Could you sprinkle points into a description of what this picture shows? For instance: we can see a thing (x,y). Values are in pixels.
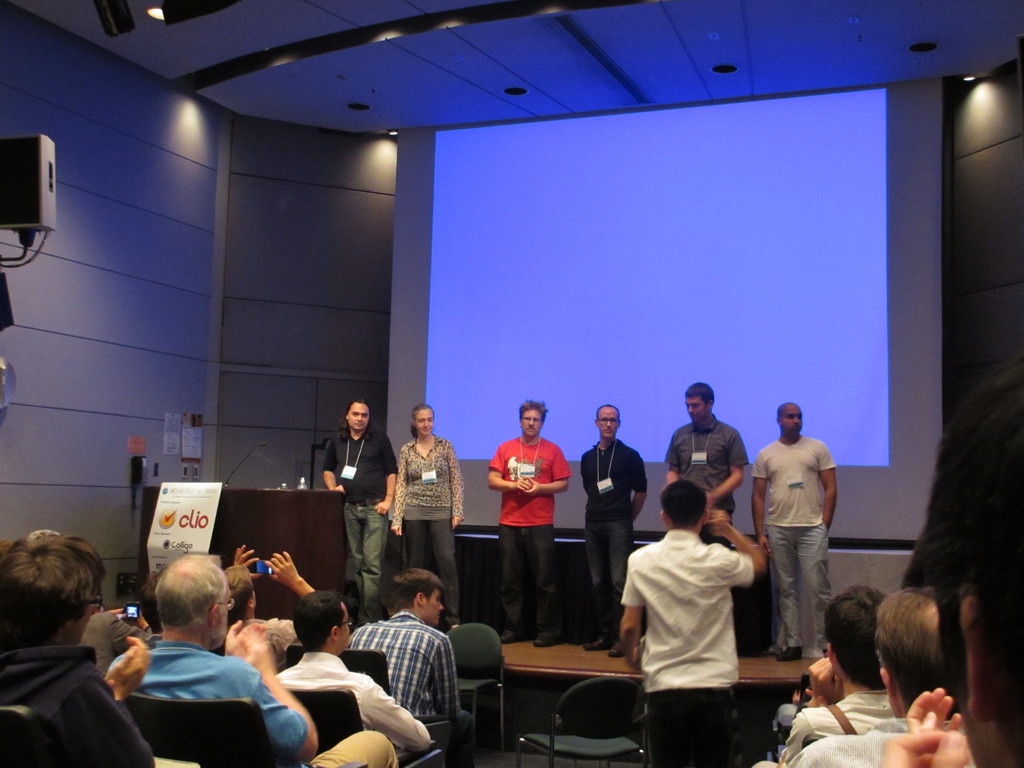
In the image there are a group of people (401,494) standing on the stage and behind them there is a projector screen (441,416), on the left side (269,492) there is a table (304,500) and in front of the table (217,518) there is a poster (208,521) and in the foreground (284,624) there are many people (869,690) sitting on the chairs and some of them are holding the gadgets (259,562) and on the left side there is a speaker (36,160) attached to the wall (70,114).
